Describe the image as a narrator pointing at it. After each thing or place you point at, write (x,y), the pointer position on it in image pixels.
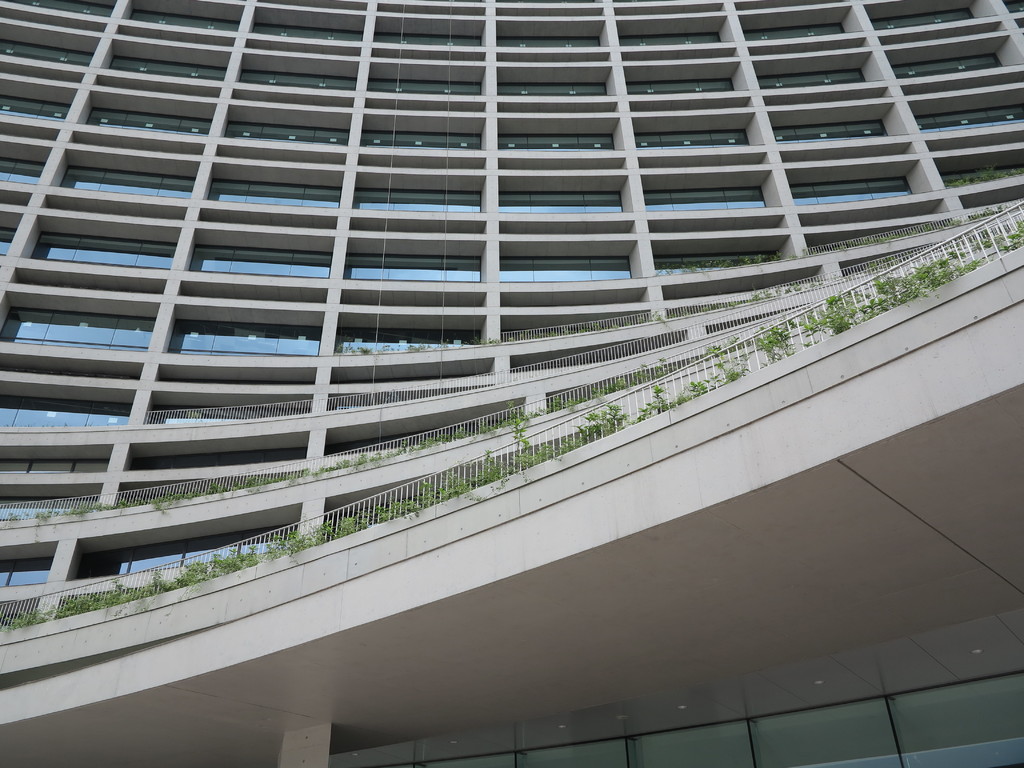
This picture shows a building (176,368) and we see few plants (204,563).
